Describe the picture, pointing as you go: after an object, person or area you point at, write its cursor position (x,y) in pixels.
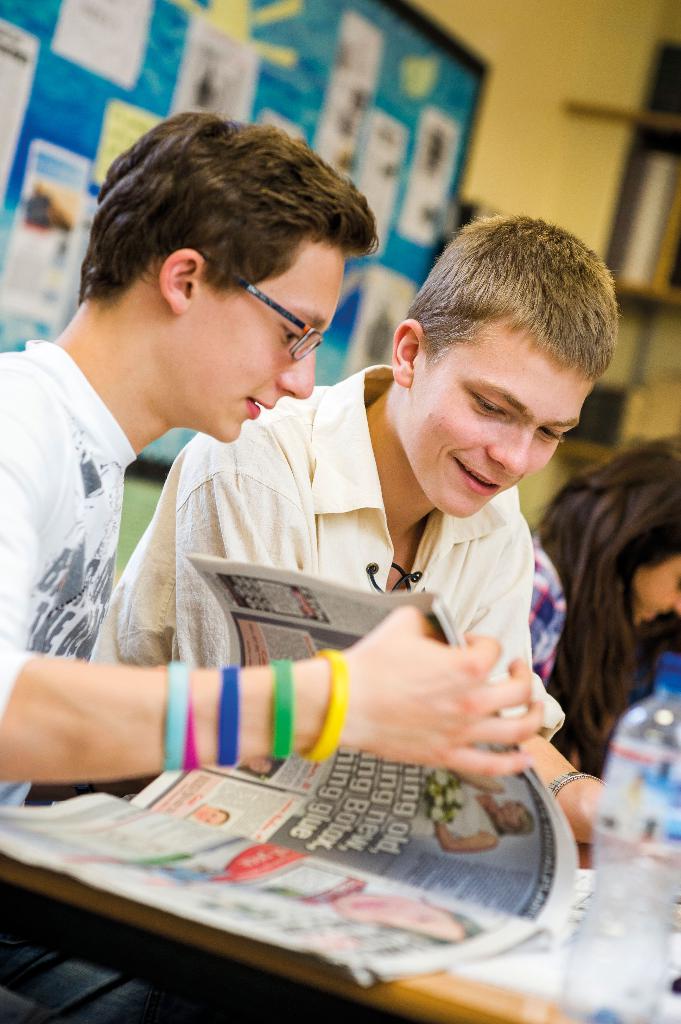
In this image we can see people (200,760) sitting and there is a table (502,1018). We can see a bottle (603,920) and a newspaper (489,923) placed on the table (495,1023). In the background (484,105) there is a wall (477,145) and we can see papers (345,97) placed on the wall (572,83).
